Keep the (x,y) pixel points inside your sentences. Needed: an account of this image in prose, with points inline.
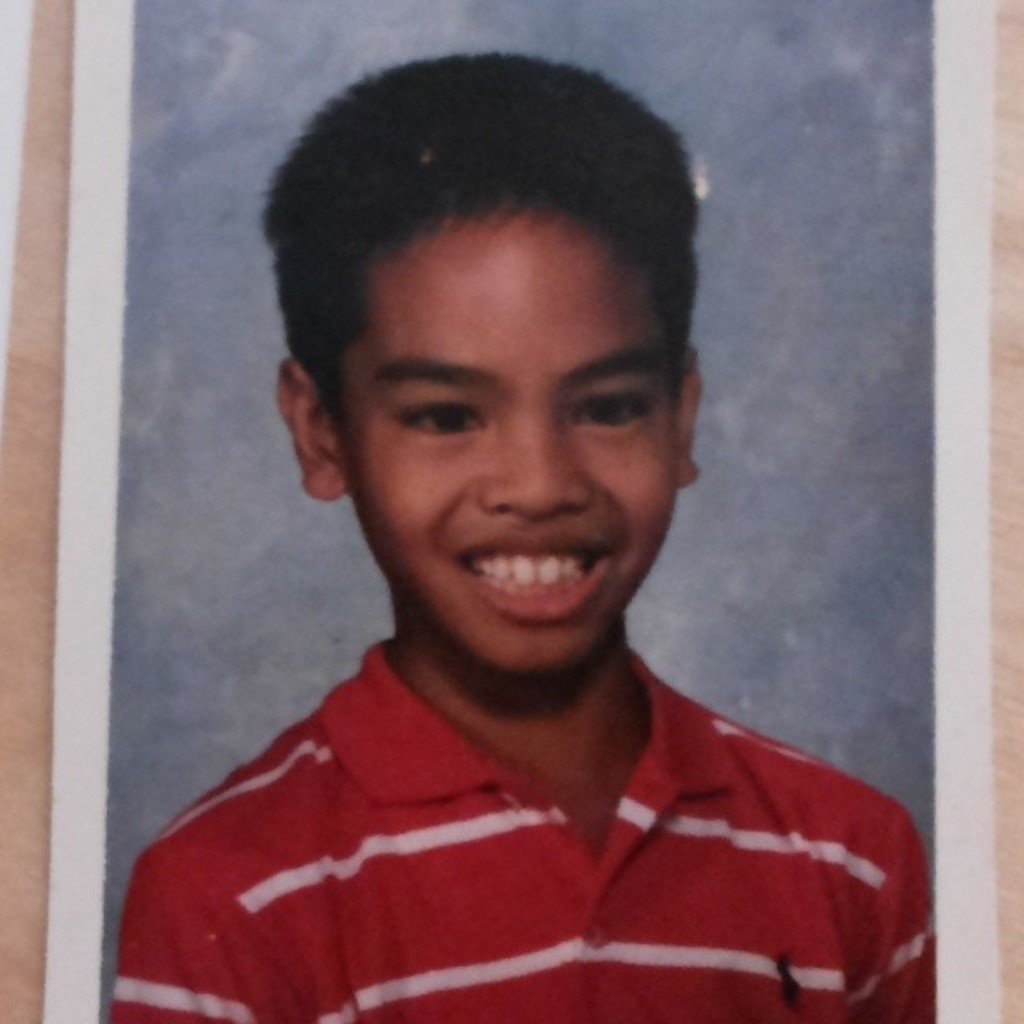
In this picture we can see a boy (405,910) wore red color T-Shirt (366,774) and smiling.
